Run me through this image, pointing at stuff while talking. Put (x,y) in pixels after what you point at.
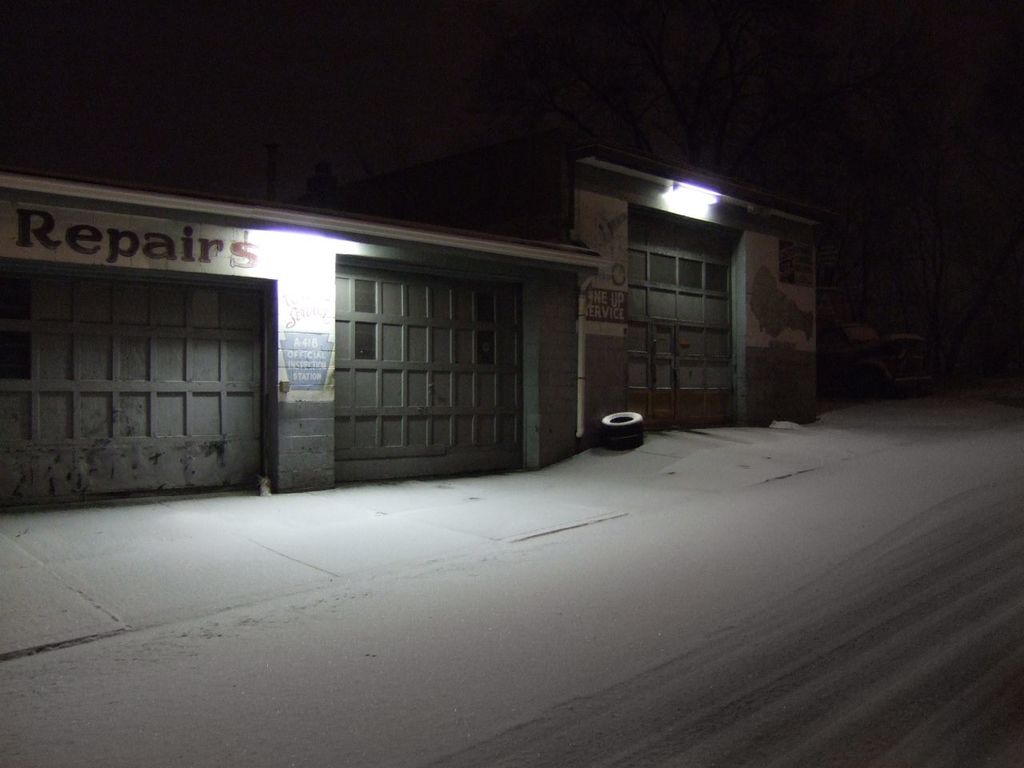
This image is taken during night time. In this image we can see buildings (577,263) and tires (629,429) and also trees (862,184). Image also consists of a vehicle (893,343) and there is also a path (541,627) for walking.
